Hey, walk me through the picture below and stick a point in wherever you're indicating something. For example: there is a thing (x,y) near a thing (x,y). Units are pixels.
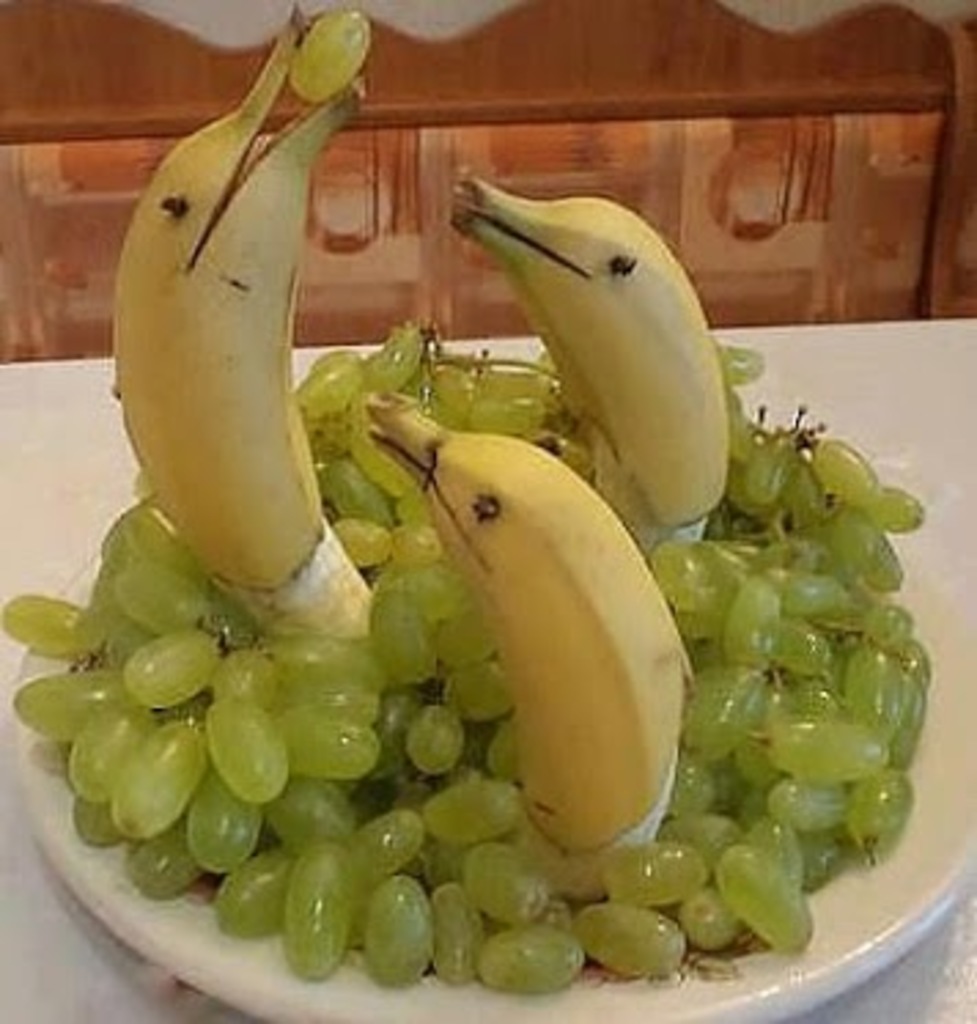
In this image I see the white plate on which there are grapes (363,524) and 3 bananas (196,314) and in the background (418,188) I see the brown color thing (418,206) over here.
